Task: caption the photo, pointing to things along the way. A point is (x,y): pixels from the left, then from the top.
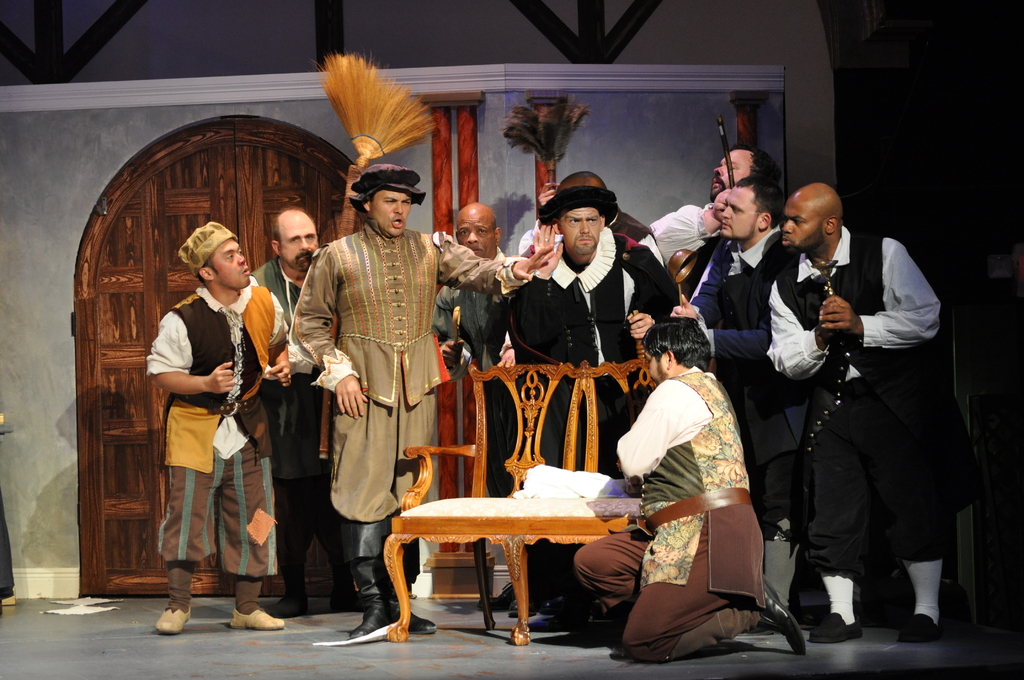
In this image we can see a group of people (736,294) are standing and one person (423,315) is talking, maybe they are playing an act. In the background of the image (112,267) we can see a door (186,169).
